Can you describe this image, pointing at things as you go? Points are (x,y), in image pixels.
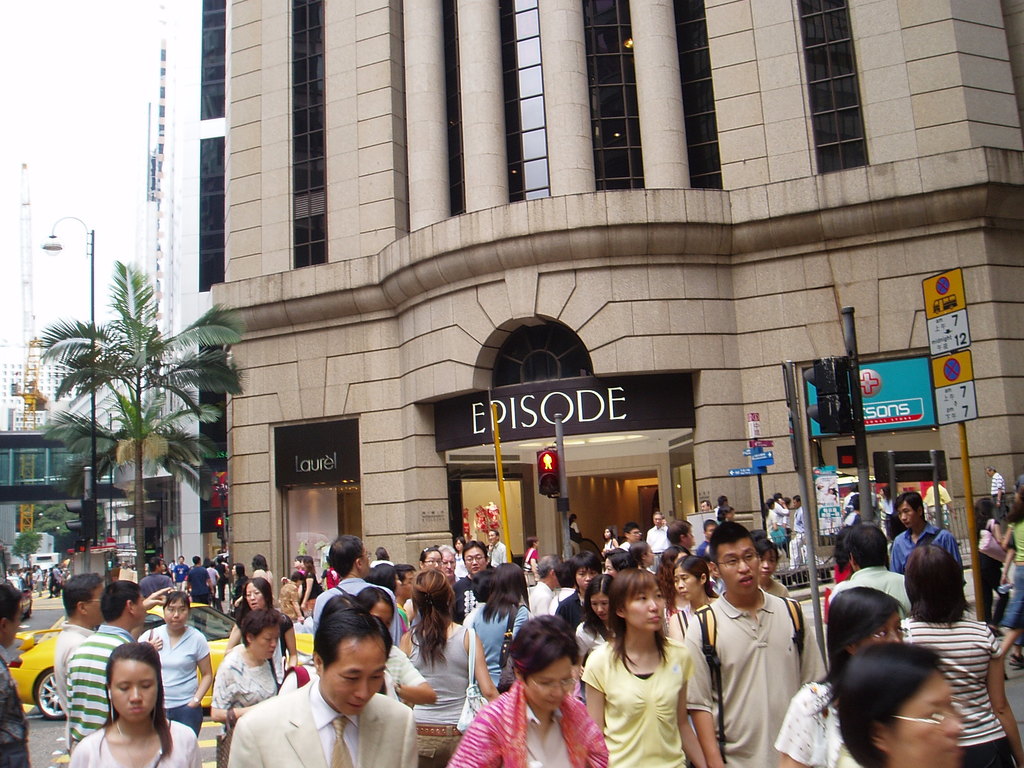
In this image there are group of persons (406,662) walking. On the left side (219,635) there is a car (49,643) which is yellow in colour and there are buildings (257,316) and there are trees (81,421), there is a light pole (92,402) on the left side (93,442), there is a tower (27,248), and there is a building (23,360) which is white in colour and in front of the tower (30,522), there are persons (60,574) and on the right side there is a pole (962,443) which is yellow in colour.
